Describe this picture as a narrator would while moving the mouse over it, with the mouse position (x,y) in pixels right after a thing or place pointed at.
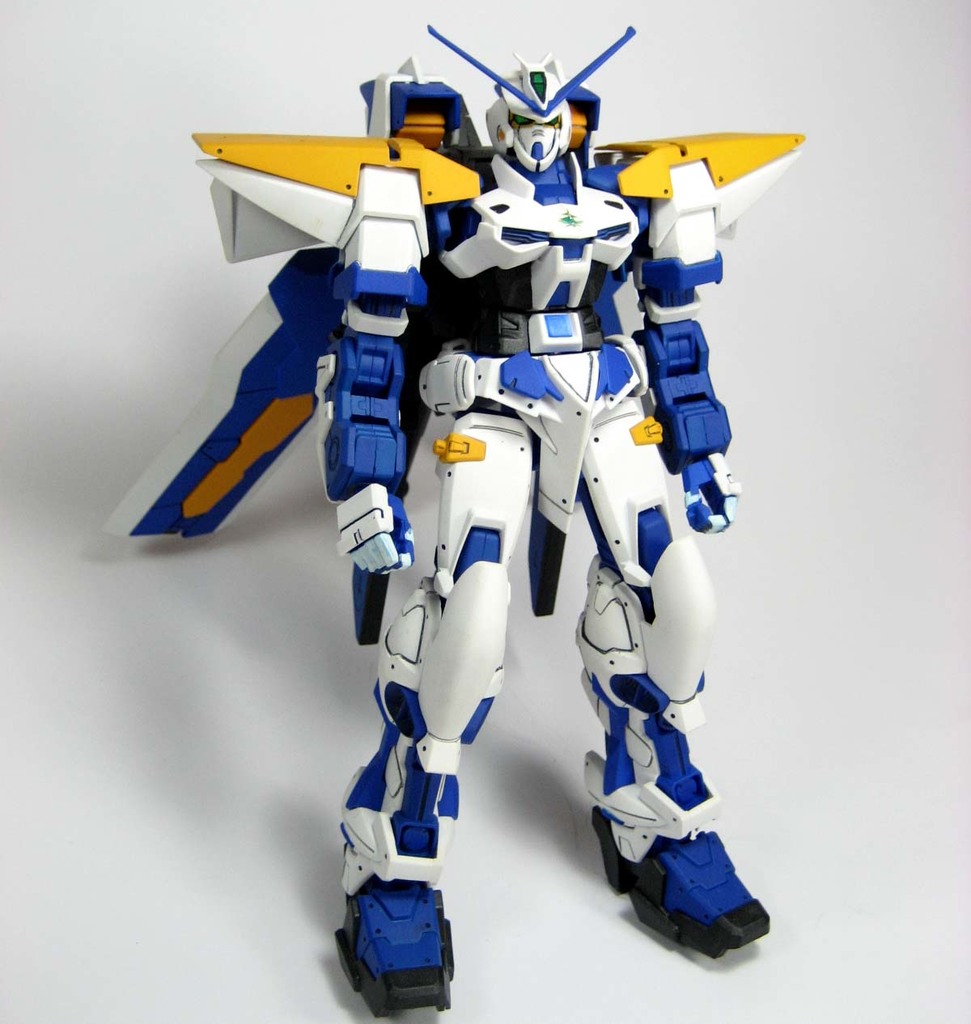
In this image, there is a white and blue color toy (377,417) kept on a white color object (515,761).
